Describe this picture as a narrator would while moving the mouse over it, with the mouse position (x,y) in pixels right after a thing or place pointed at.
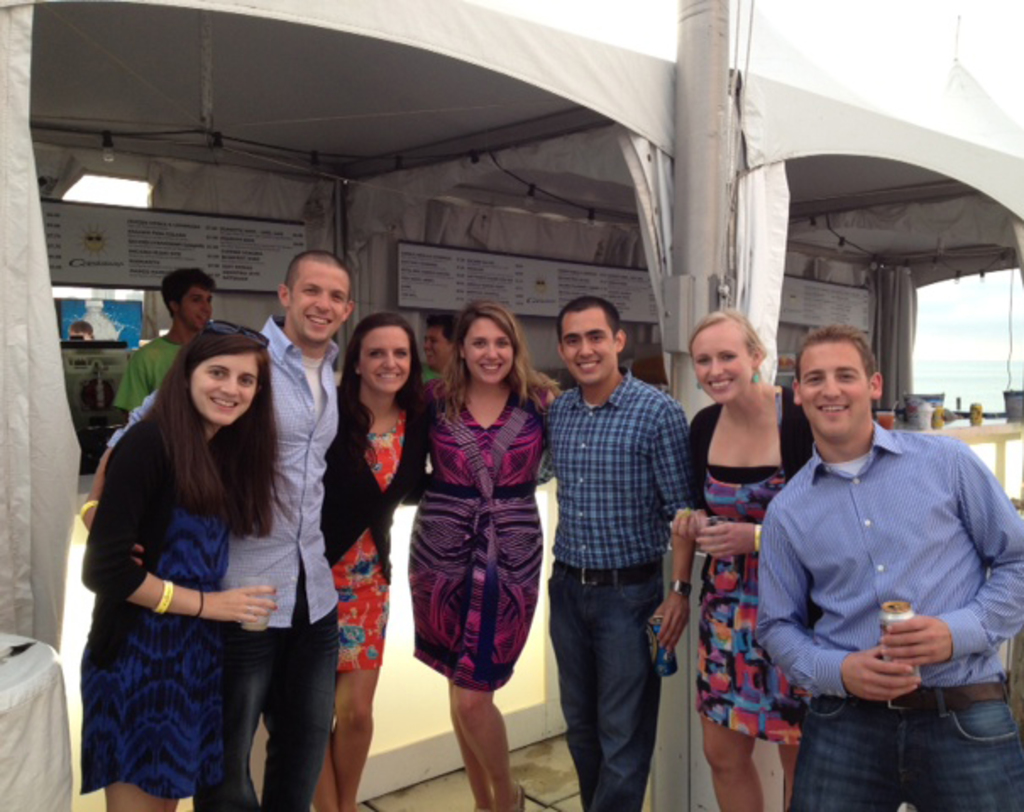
This picture describes about group of people (408,495), on the middle of the given image we can see few people (685,425), they are smiling, on the right side of the given image we can find a man (921,582), he is holding a tin (900,611) in his hand (913,650), in the background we can find few cables (297,151).
